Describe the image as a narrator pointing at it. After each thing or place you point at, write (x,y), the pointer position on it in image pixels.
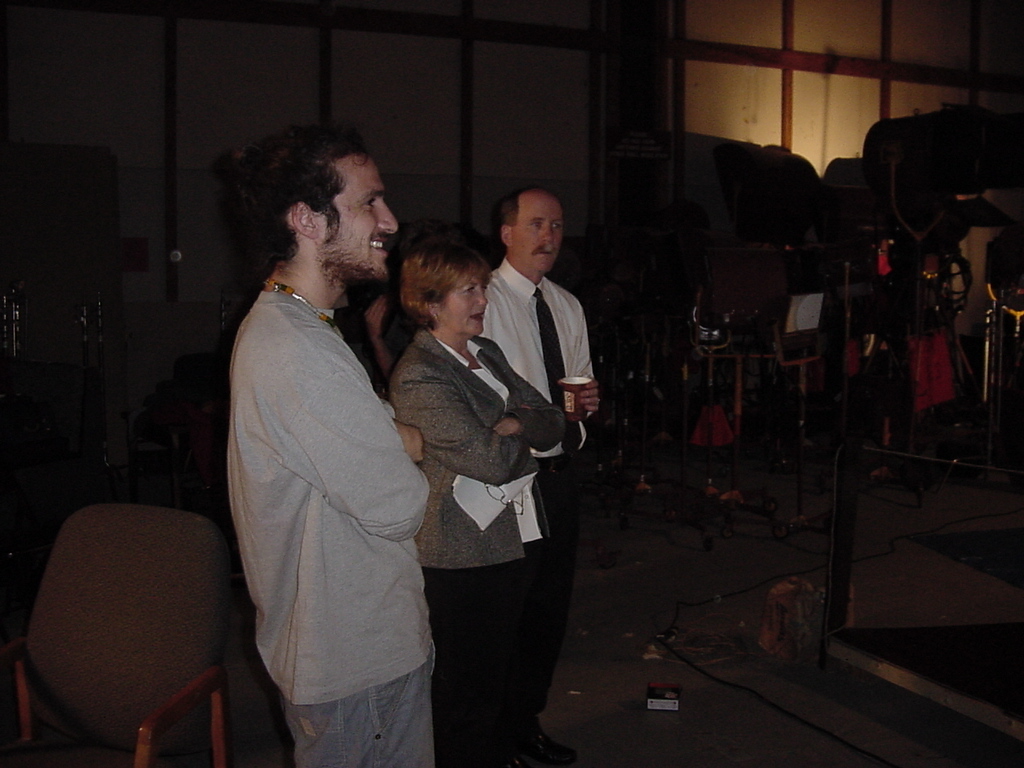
Here we can see three persons (381,474) are standing on the floor (708,702). There are chairs (194,574). In the background (775,20) we can see wall (198,112).
